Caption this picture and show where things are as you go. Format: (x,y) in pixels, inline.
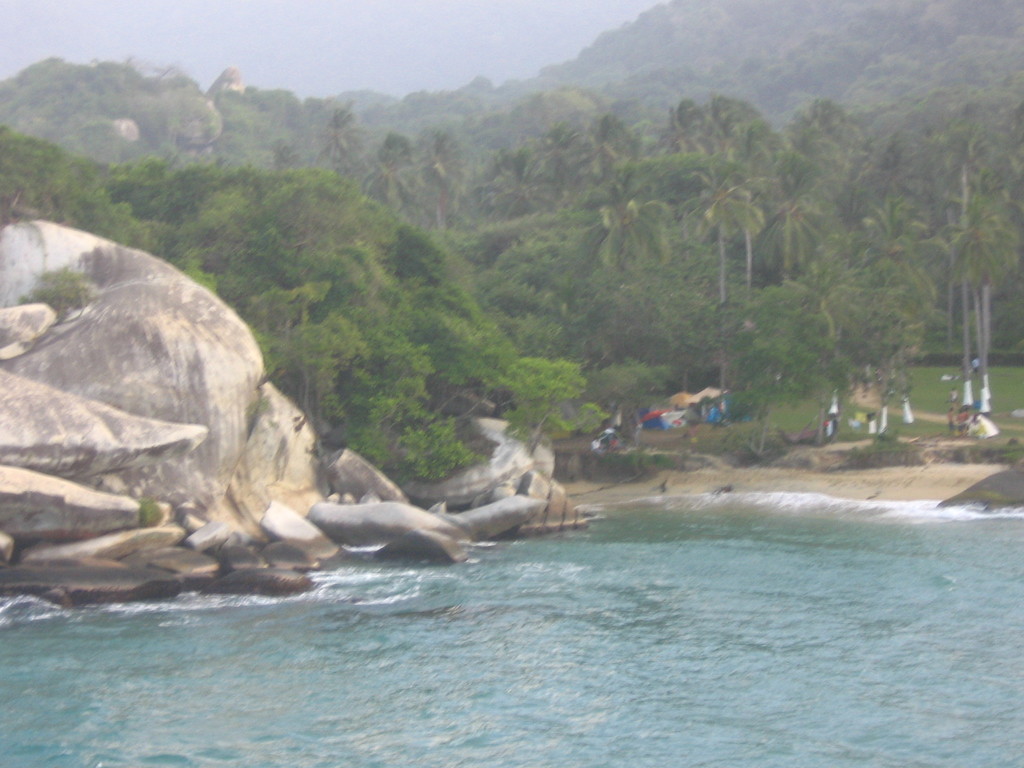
We can see water (842,526), rocks (350,509) and trees (87,223). In the background (1007,415) we can see people (954,416), grass (705,442), tents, trees (728,343) and sky (40,5).
